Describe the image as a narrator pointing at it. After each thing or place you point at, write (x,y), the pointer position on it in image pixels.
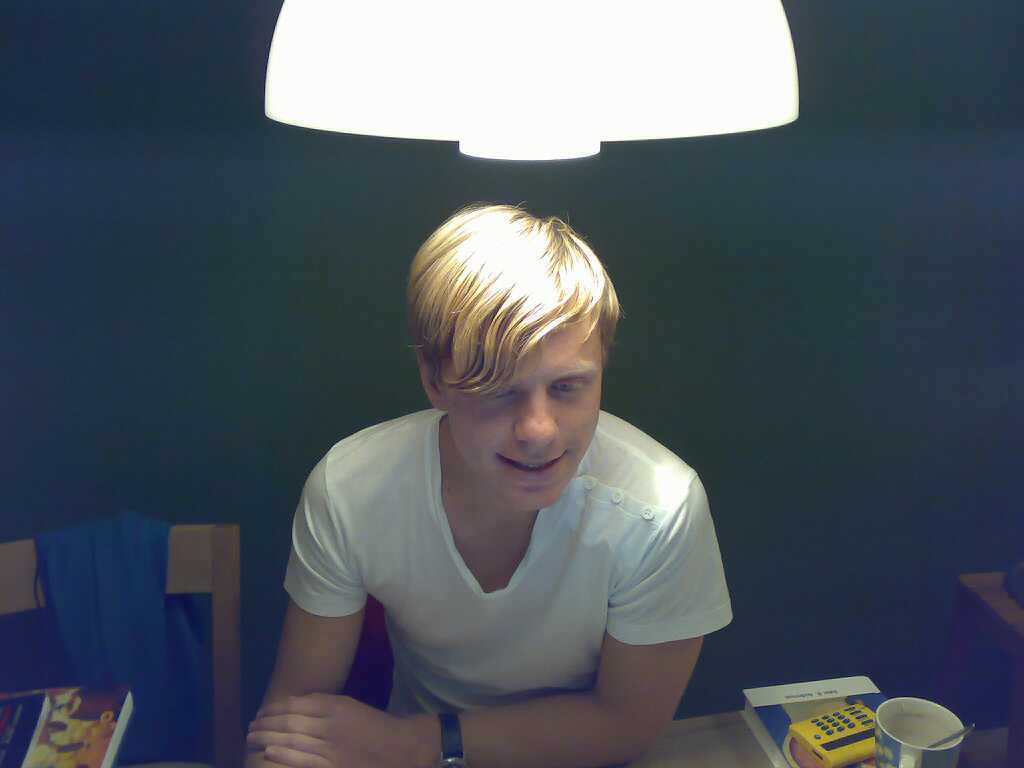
In the picture I can see a man (564,268) in the middle of the image (558,449). He is wearing a white color T-shirt (644,536) and there is a smile on his face (522,470). I can see a wooden chair (230,620) on the bottom left side (209,569). I can see a book (790,713), a telephone (874,730) and a cup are kept on the table (697,755). There is a lamp (458,112) at the top of the image (544,121).
